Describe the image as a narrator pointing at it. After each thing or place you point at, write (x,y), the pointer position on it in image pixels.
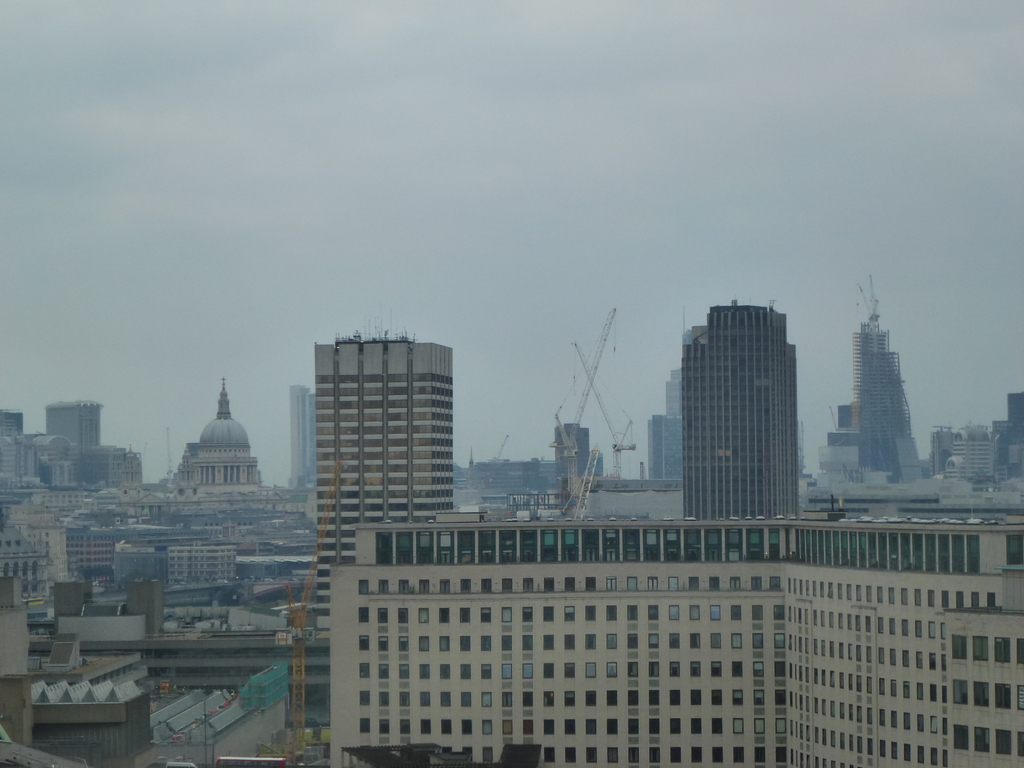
In this image I can see many buildings (588,613) and the poles (569,479). In the background (338,251) there is a sky (402,218).
